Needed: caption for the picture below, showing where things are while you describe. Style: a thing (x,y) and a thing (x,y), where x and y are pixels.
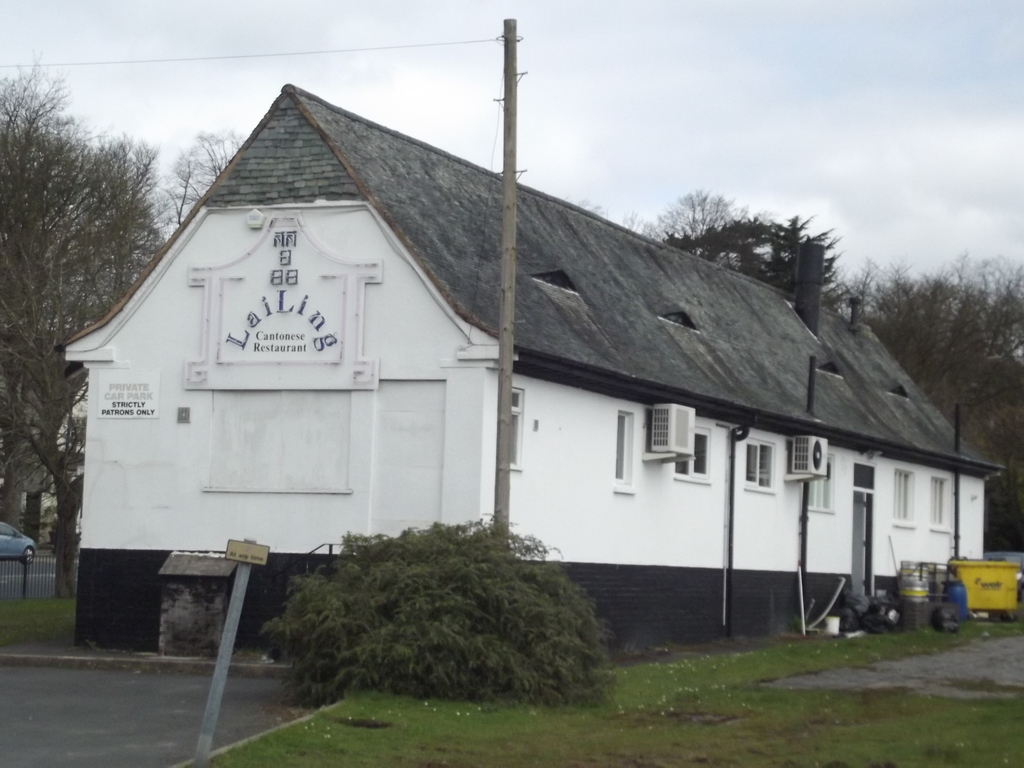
In this picture we can see a house (642,500). There are air conditioners (666,447) on this house (544,467). We can see a few bins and boxes (923,619) on the right side (906,613). There is some fencing (38,594) on the left side (1,583). Some grass (847,712) is visible on the ground (801,721). There are few trees (990,286) in the background (971,300). Some wires (409,47) are visible on top.
